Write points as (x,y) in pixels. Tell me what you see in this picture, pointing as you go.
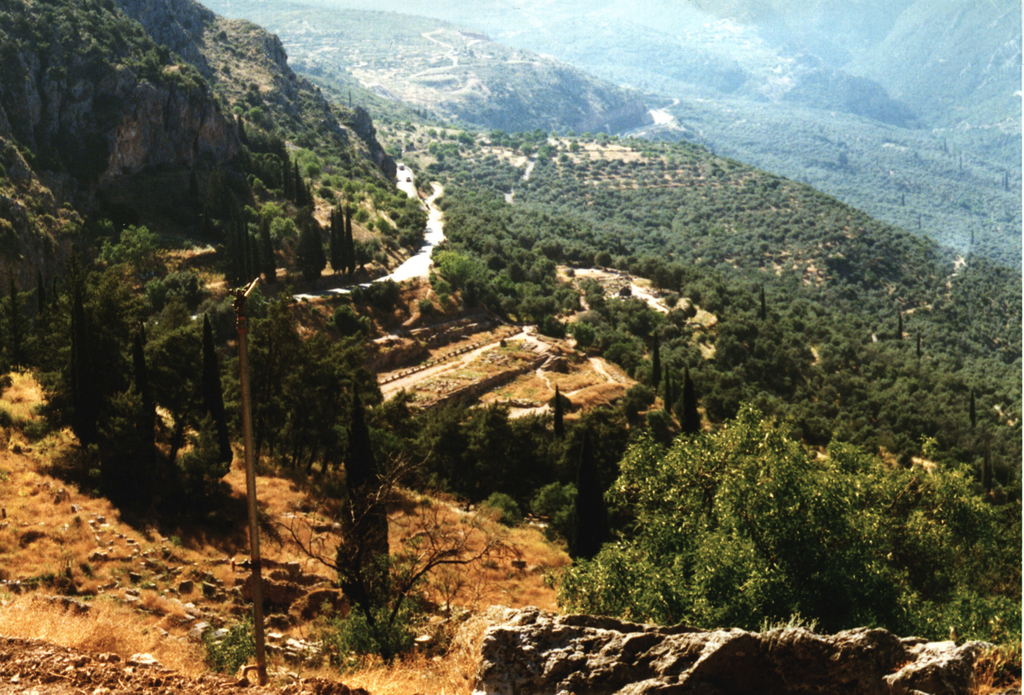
In this picture we can see mountains (966,20) and trees (704,506). On the left (257,683) there is a pole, beside that we can see many stones (208,624) and plant (224,666). In the center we can see the road (438,218).
